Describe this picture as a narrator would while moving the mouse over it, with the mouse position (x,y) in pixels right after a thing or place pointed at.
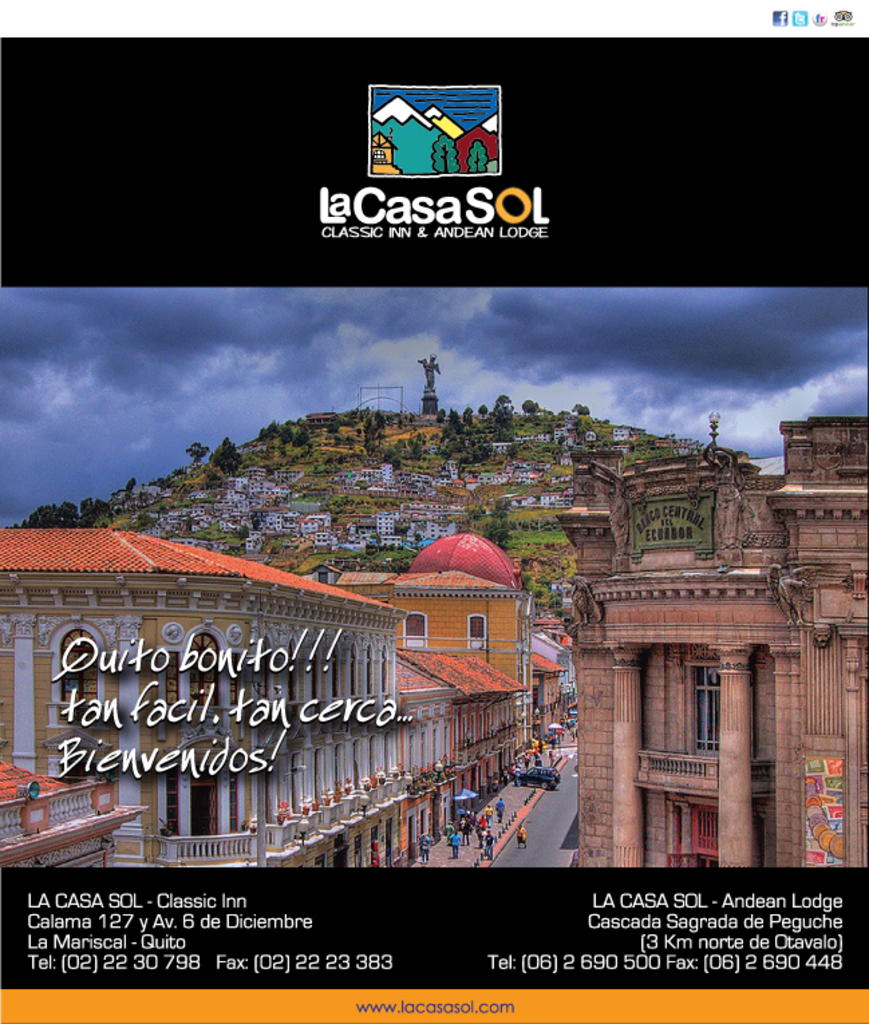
In this image there is a city (489,726), in that city (473,715) there is a road (517,839) on that road (564,811) people (521,829) are walking, in the background (332,451) there is a mountain (436,438) on that there are houses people (487,837) are walking.
